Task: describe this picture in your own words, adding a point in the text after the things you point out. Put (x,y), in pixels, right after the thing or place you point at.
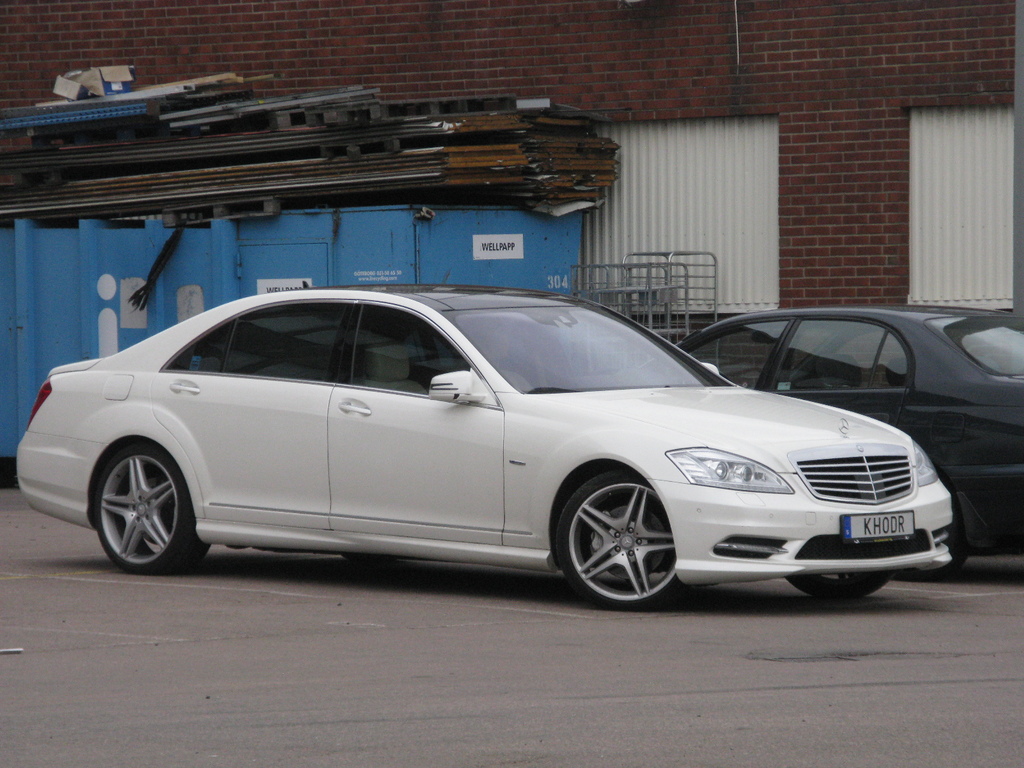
In the image there are two cars (431,452) parked beside a wall (746,52) and behind the cars (399,300) there is a brick wall (800,204) and two windows (707,215) and on the left side (240,139) there are some materials (421,124) kept on a blue object (455,230).
